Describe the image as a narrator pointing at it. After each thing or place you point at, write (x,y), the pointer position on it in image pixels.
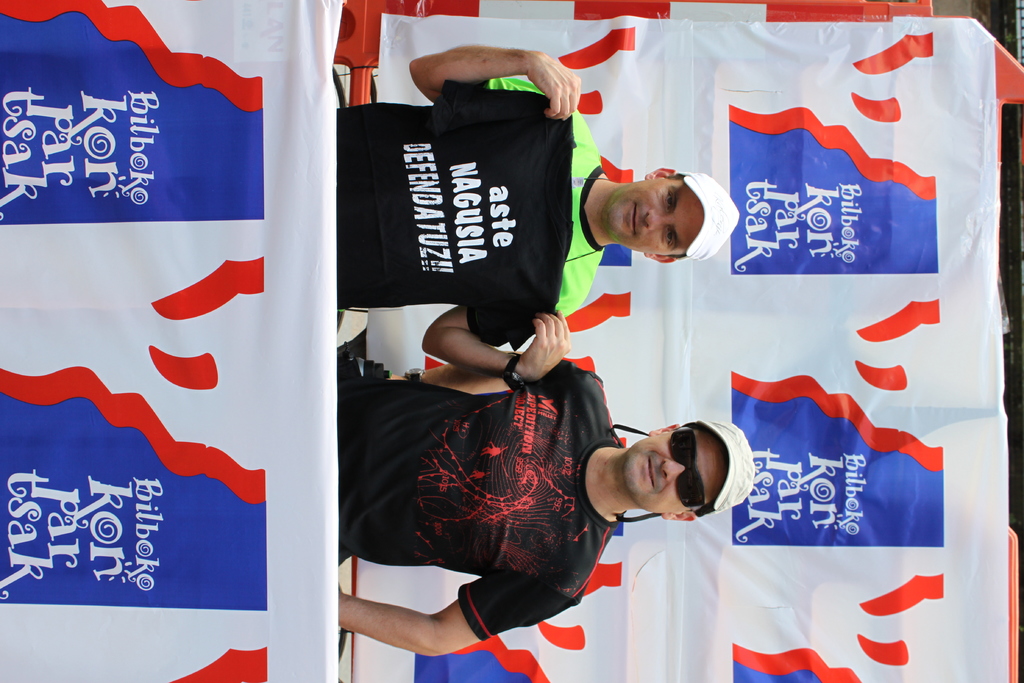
In this image we can see men (440,452) standing on the floor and advertisements (762,507) are placed in the background (784,255).
